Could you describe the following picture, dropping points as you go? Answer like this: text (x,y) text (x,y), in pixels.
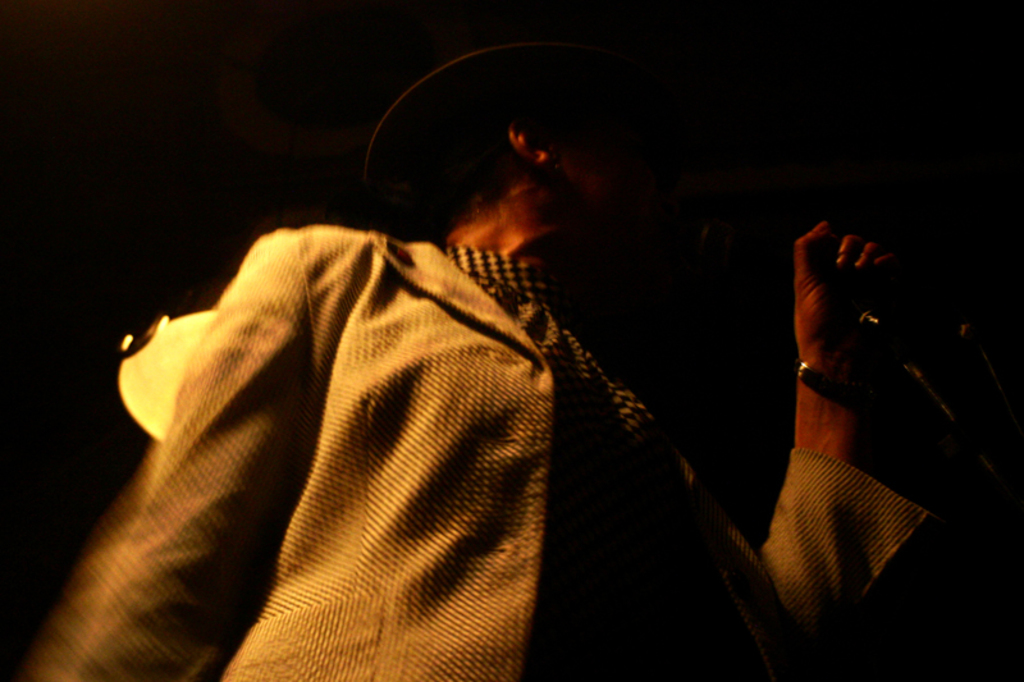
This man (409,252) is highlighted in this picture. He wore hat (532,75) and a jacket (462,477). He is holding a mic (729,230).
